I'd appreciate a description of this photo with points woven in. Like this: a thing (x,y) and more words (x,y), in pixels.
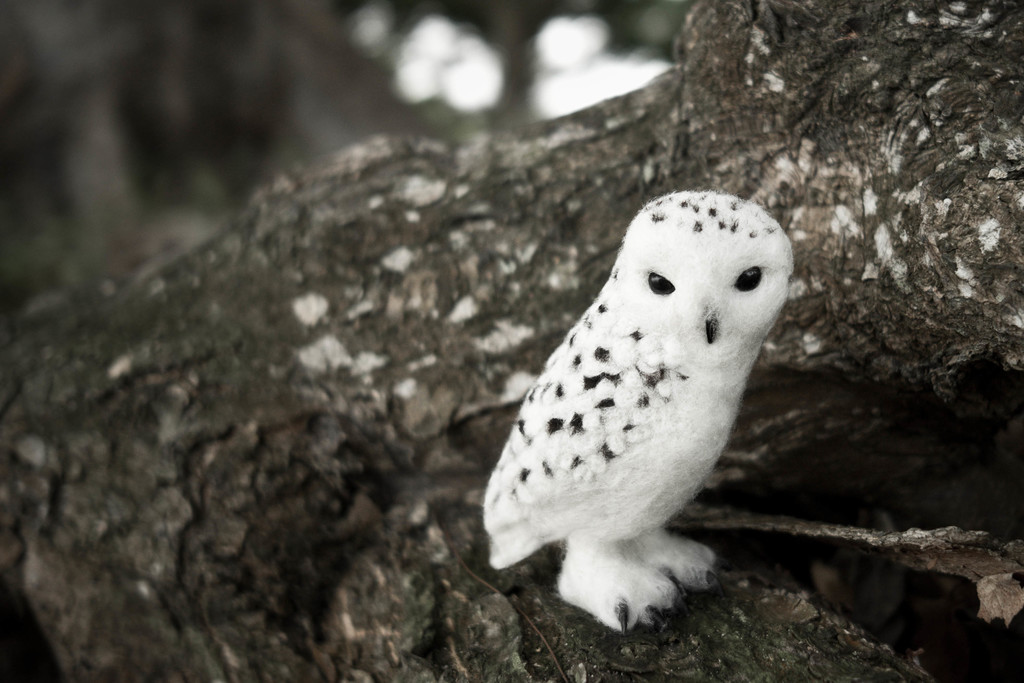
In this picture there is an owl (714,451) which is standing on the tree branch (540,585). At the top (595,68) i can see the blur image.
